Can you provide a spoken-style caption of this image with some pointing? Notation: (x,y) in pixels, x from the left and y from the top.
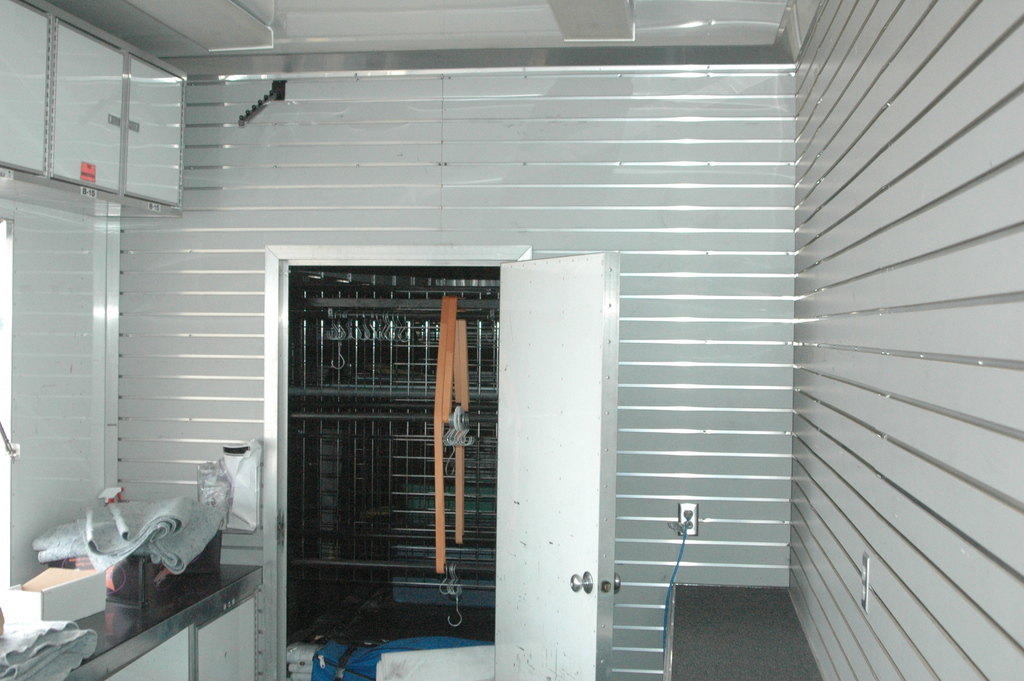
In this picture we can see the inside view of the kitchen (248,433). In the front (578,603) there is a white door (565,627) and behind a metal grill (415,416). In the front (953,486) we can see a white color cladding tiles (948,459) on the wall (203,112). On the top (23,79) there is a cabinet door (23,79) and on the left side (161,633) we can see kitchen platform (163,614) with brown box (128,588) and white clothes (88,527).
